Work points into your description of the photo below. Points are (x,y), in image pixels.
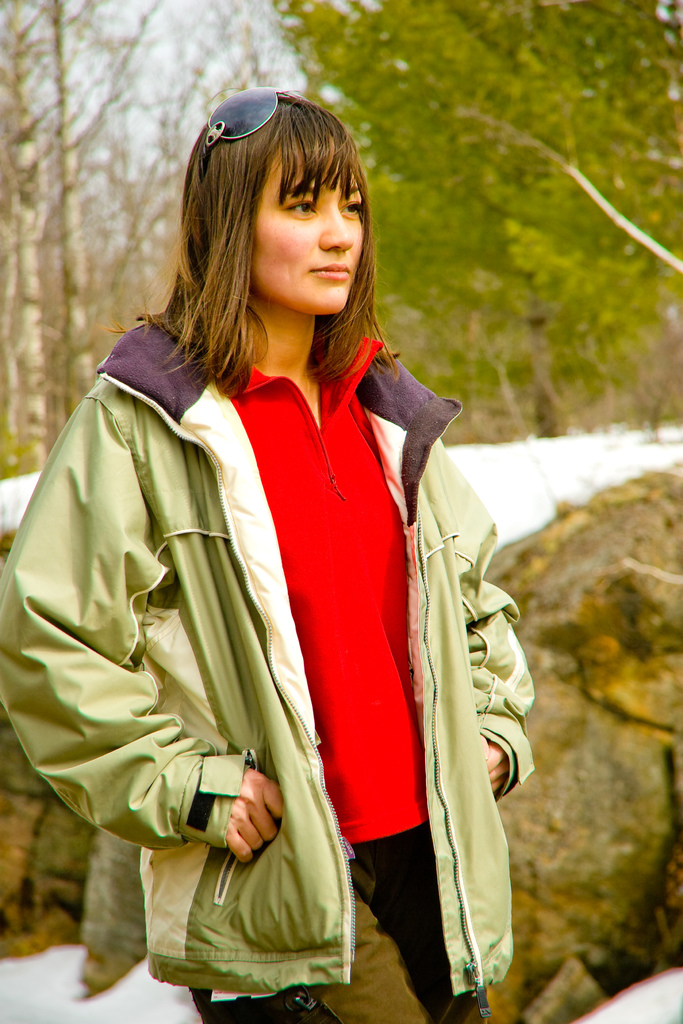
The woman (327,378) in the middle of the picture (291,583) wearing a red T-shirt (342,596) and green jacket (263,582) is standing. She is not smiling. Behind her, we see rocks (564,622) and ice (535,440). In the background (35,161), there are trees (481,230).
